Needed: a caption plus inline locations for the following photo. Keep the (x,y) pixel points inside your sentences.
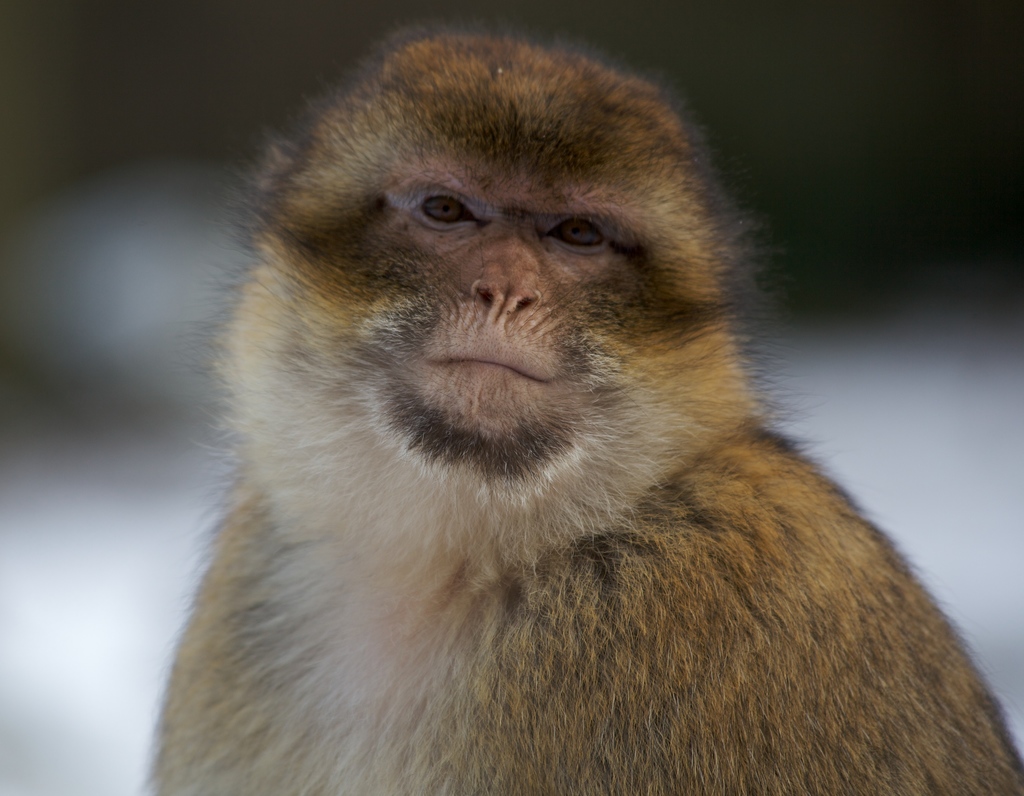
In this image we can see a monkey (585,622).
